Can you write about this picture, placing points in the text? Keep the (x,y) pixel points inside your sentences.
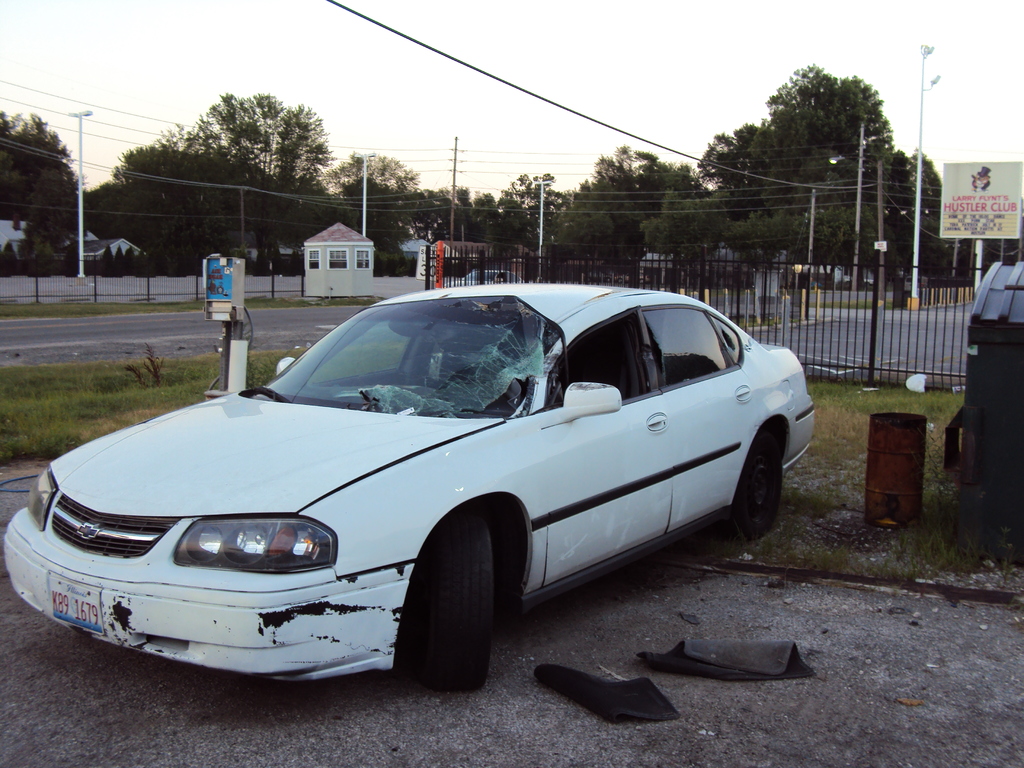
There is a car (455,377). Near to the car (454,480) there are carpets (610,693). On the ground (834,472) there is grass (784,486). On the right side (1019,420) there is a barrel (899,463) and a bin (1011,409). In the back (834,300) there are railings (792,287), electric poles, light poles (80,190), roads (259,324). In the background (215,191) there are trees (319,210), buildings (334,227) and sky (599,23). Also there is a banner (965,229) with a pole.
